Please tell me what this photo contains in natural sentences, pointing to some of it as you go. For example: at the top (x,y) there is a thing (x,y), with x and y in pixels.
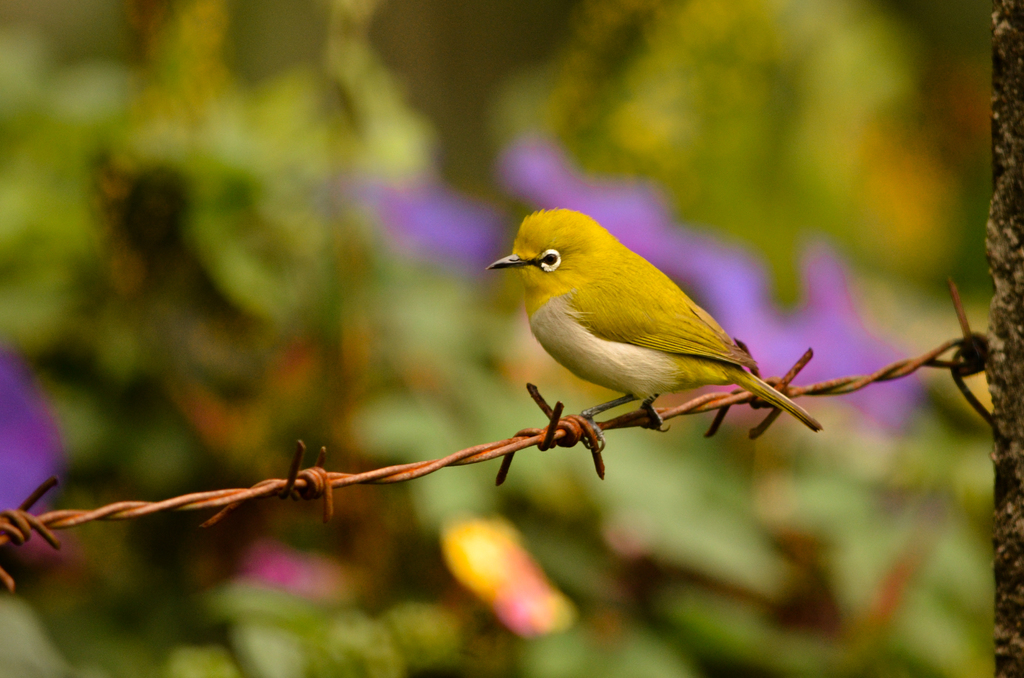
In this image we can see a bird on the wires (151,511). There is a blur background (498,393).
